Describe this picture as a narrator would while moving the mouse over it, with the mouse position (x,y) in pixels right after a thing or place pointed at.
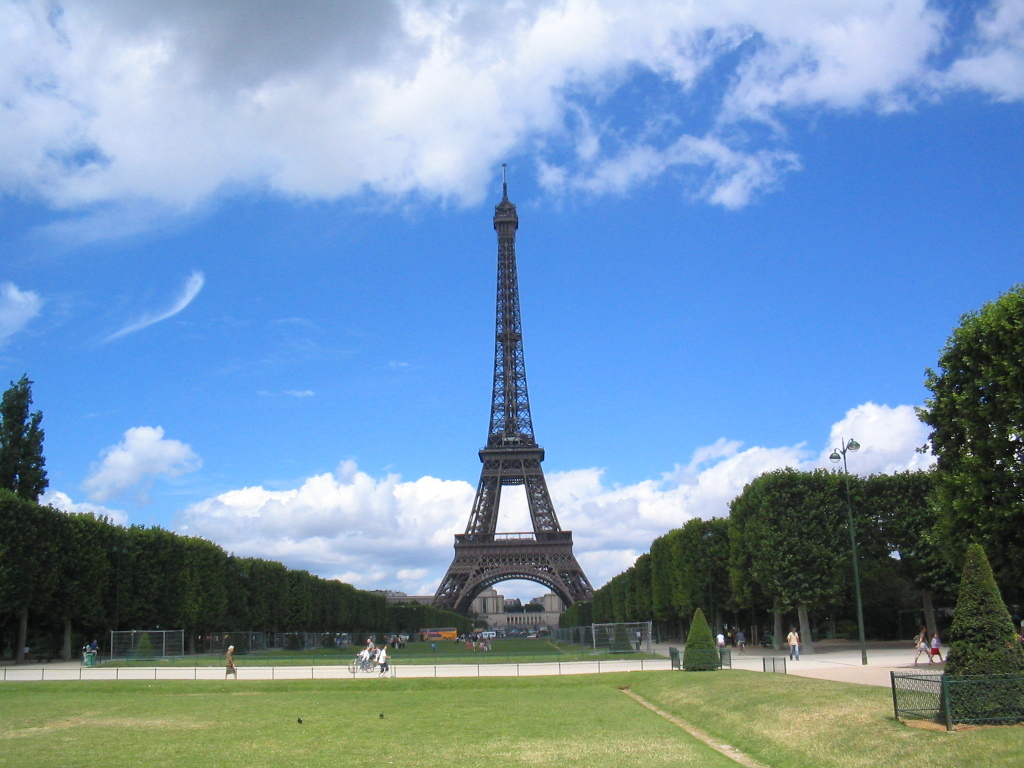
In this picture I can see there are few people (383,651) walking on the streets (839,662) and there is grass (829,687) and plants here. In the backdrop (484,513) there is a tower (504,577) and there are trees (524,606) and the sky (565,267) is cloudy.
